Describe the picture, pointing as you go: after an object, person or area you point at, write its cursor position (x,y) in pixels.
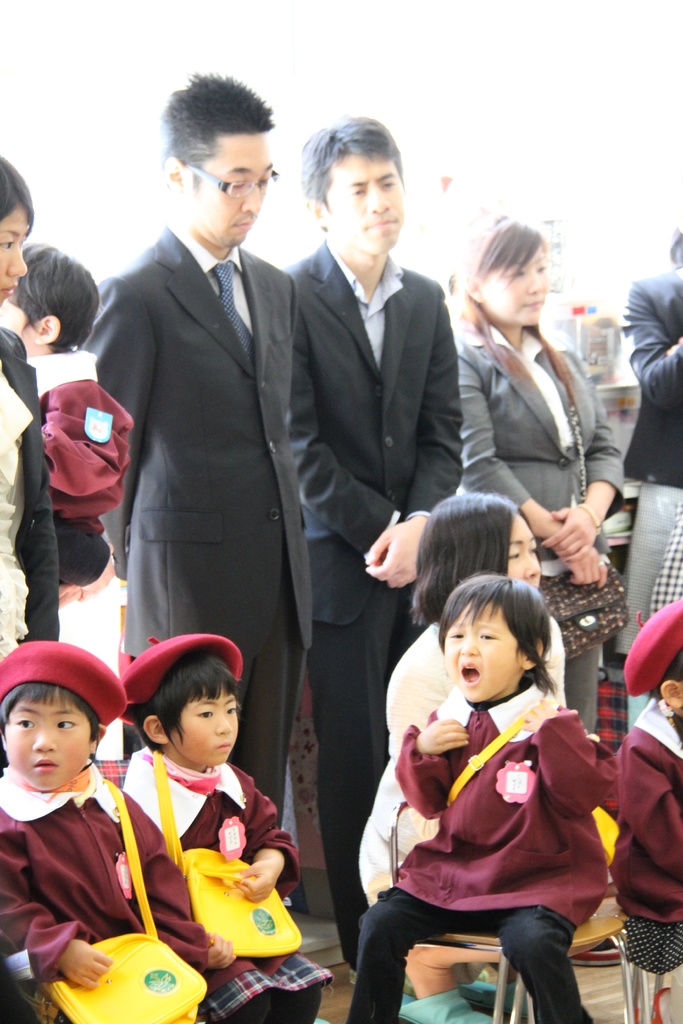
In this image there are two men (373,400) standing, there is a woman (551,517) wearing a bag (559,607), there are children (456,817) sitting towards the bottom of the image (502,862), there is a chair (516,1012) towards the bottom of the image (595,947), there is a woman (44,628) carrying a boy (34,304), the childrens (533,748) are wearing bags (484,765), they are wearing caps (156,678), the background of the image (503,55) is white.
